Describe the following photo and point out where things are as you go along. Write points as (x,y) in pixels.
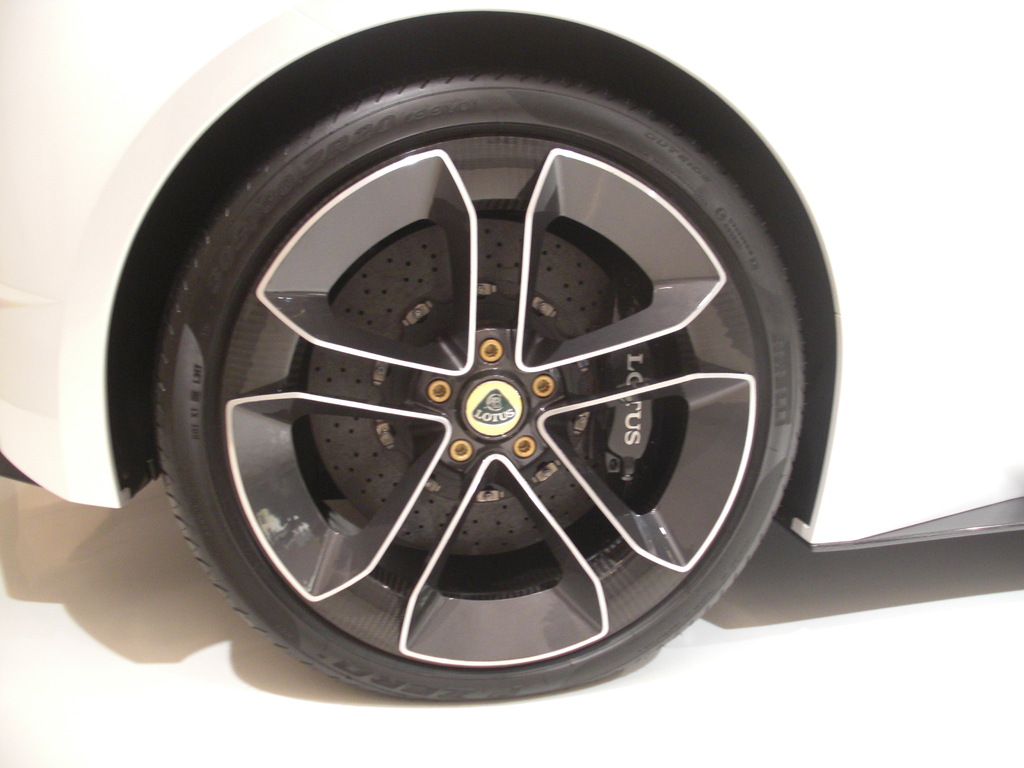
In this image I can see a vehicle (95,161) which is white in color and a Tyre (660,175) of it which is black and grey in color. I can see it is on the white colored surface (153,619).
